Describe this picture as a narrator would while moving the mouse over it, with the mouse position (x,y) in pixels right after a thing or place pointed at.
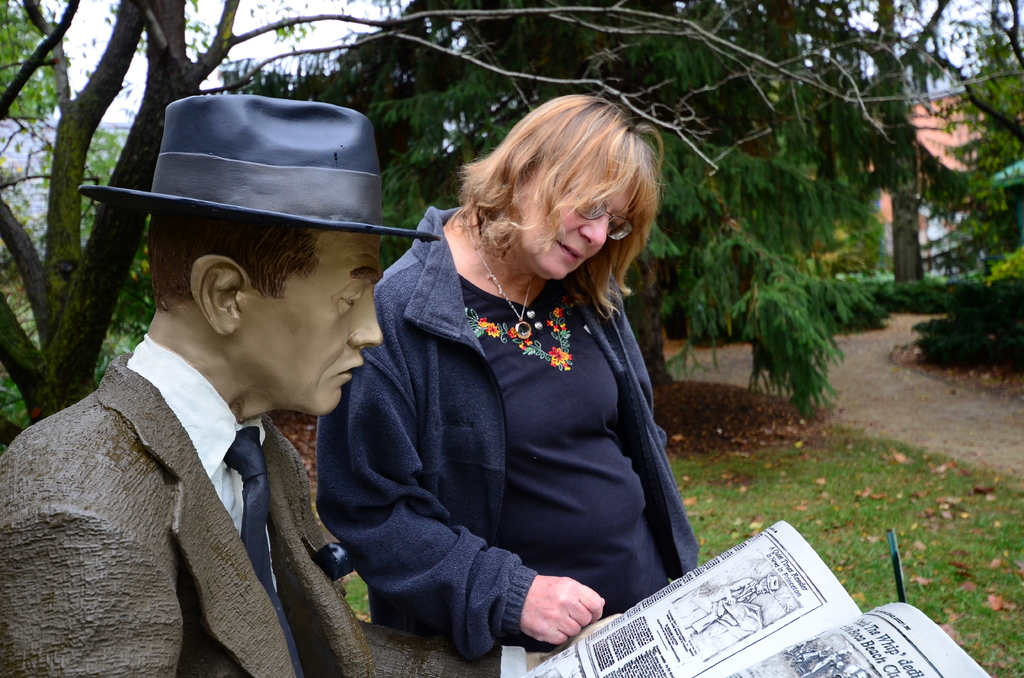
In this picture we can see one sculpture (254,535) holding book (684,607), beside we can see one women (592,448) is standing and looking into the book (688,620). Back side we can see so many trees (716,268) and grass (860,577).
